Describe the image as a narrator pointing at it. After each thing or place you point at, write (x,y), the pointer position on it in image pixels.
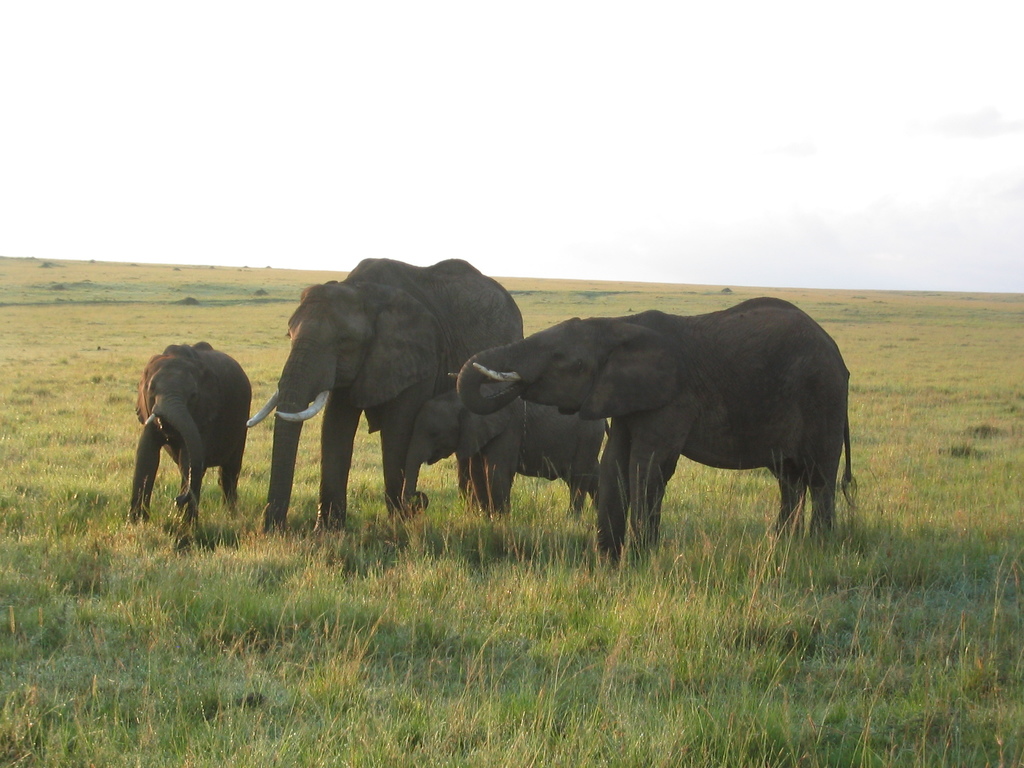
In this picture there are four elephants (564,436). On the bottom (195,608) we can see green grass (734,683). On the background (87,335) we can see grass (102,289). On the top (401,143) we can see sky (460,143) and clouds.
